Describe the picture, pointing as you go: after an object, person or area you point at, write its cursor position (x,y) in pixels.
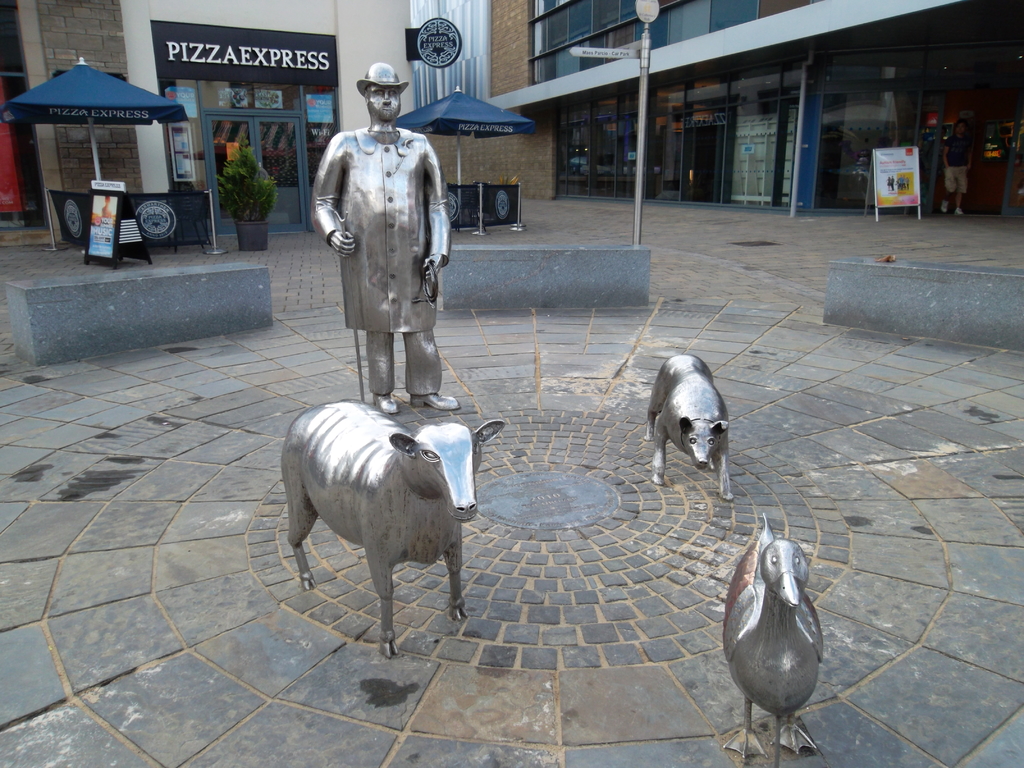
In this picture we can see a statue of person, statue animals (419,504) on the ground (285,348) and in the background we can see buildings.
